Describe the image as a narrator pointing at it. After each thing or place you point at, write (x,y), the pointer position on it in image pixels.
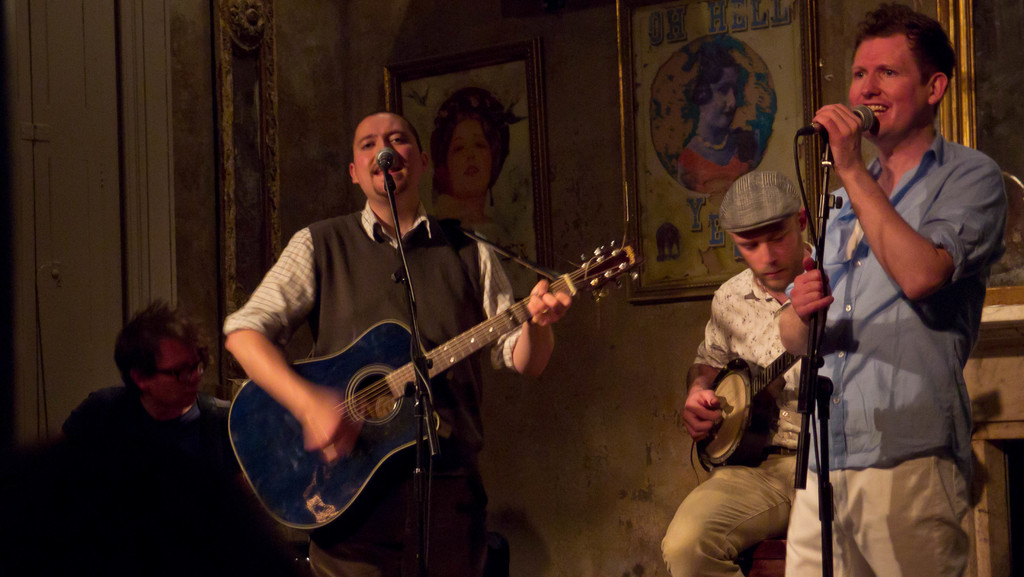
In this picture we can see two people (470,400) standing in front of the mic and one of them is holding the guitar (404,386) and playing it and the other two people (101,410) are sitting on the chair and playing the musical instruments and there are some frames (534,153) to the wall (562,166).
